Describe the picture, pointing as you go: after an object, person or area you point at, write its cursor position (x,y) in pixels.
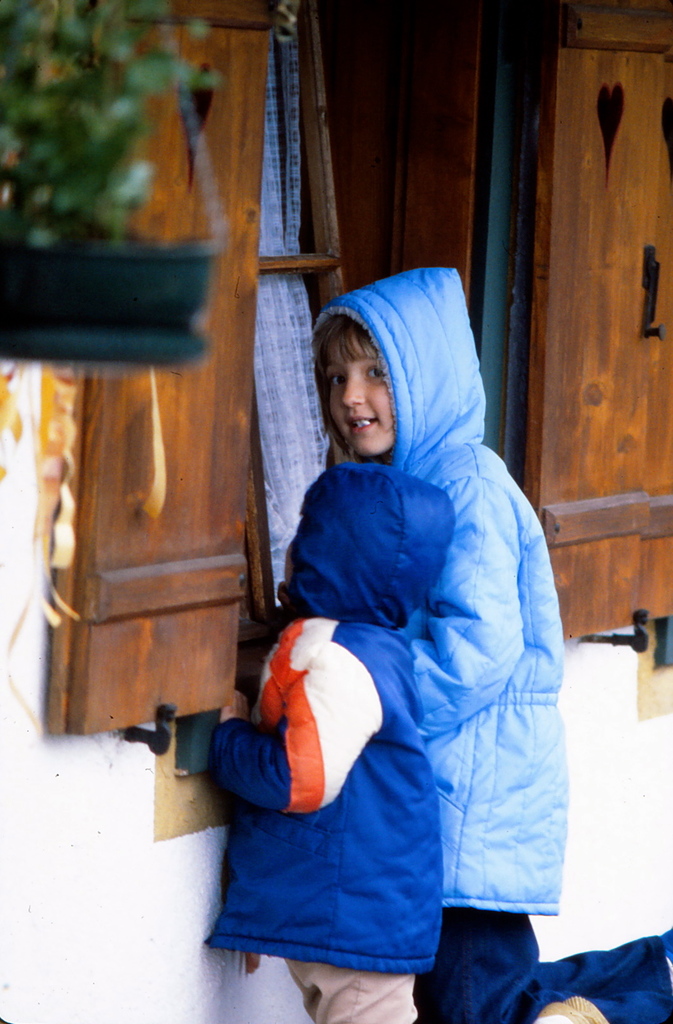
In this image we can see the kids (462,524) wearing their jackets (239,752). We can also see the wall (148,761), wooden window (234,507) and also the curtain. We can also see the flower pot (105,168).
